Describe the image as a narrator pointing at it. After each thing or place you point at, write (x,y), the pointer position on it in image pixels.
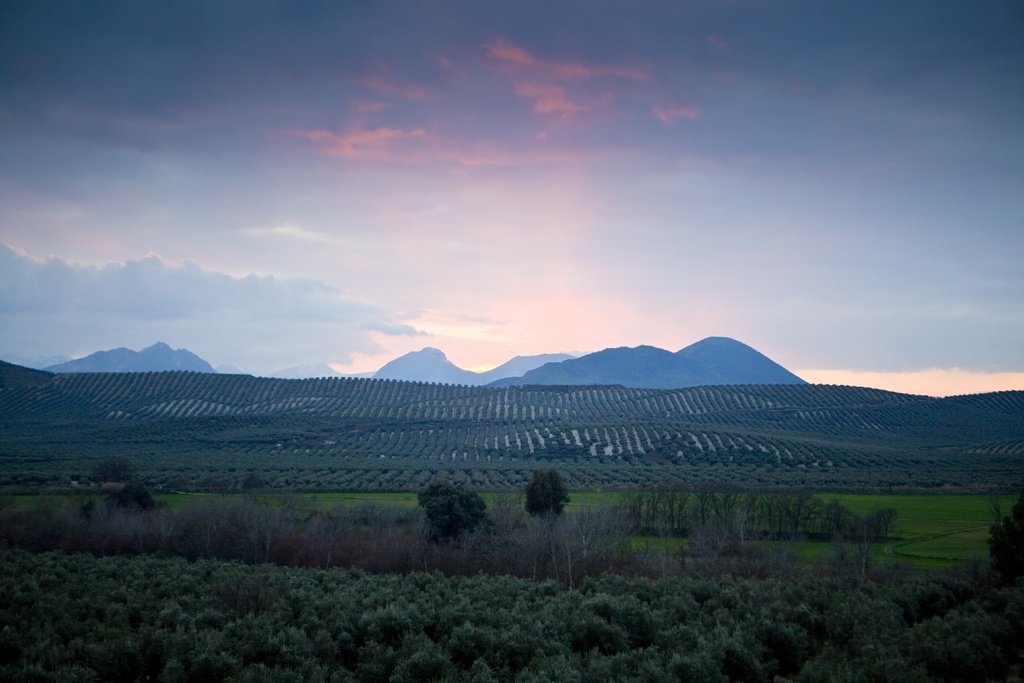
In this image I can see few mountains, few green color trees (513,592) and the dry trees (371,544). The sky (311,321) is in blue, orange and white color.
